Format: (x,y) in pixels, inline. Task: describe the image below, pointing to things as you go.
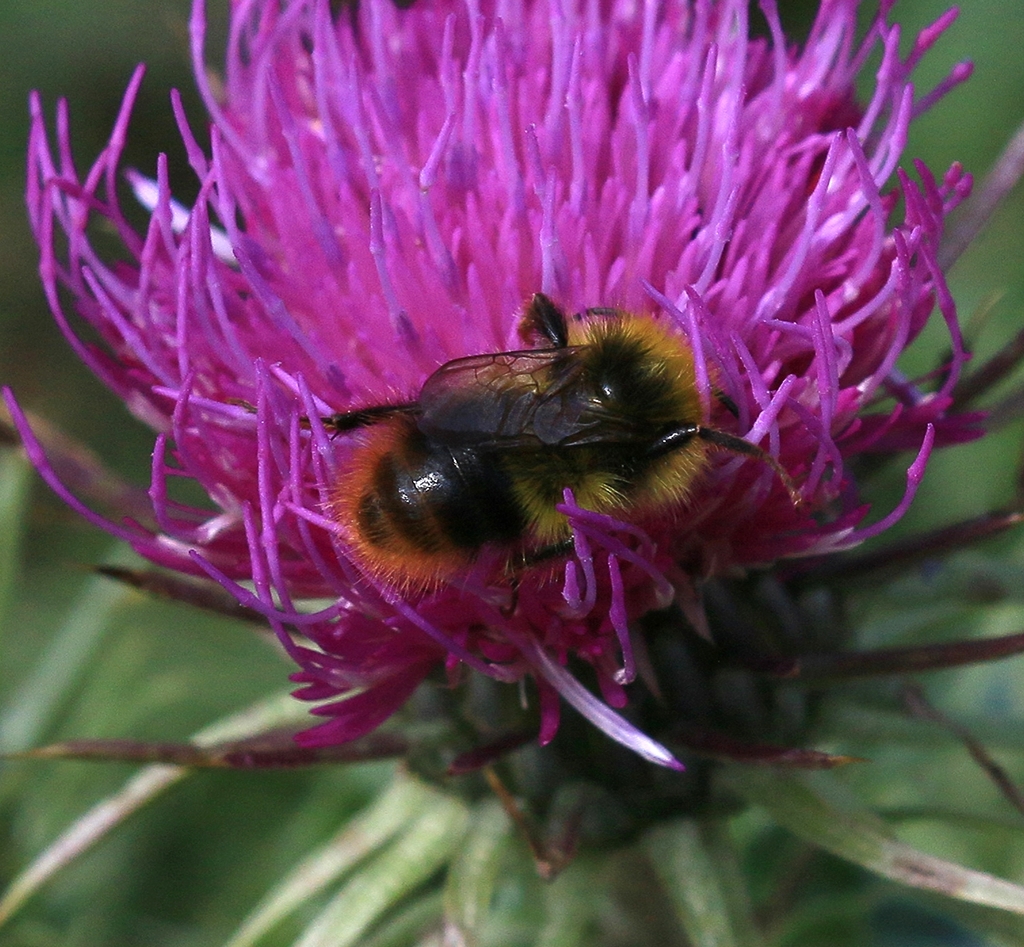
In this image we can see a bug (539,461) on the flower (659,129).
